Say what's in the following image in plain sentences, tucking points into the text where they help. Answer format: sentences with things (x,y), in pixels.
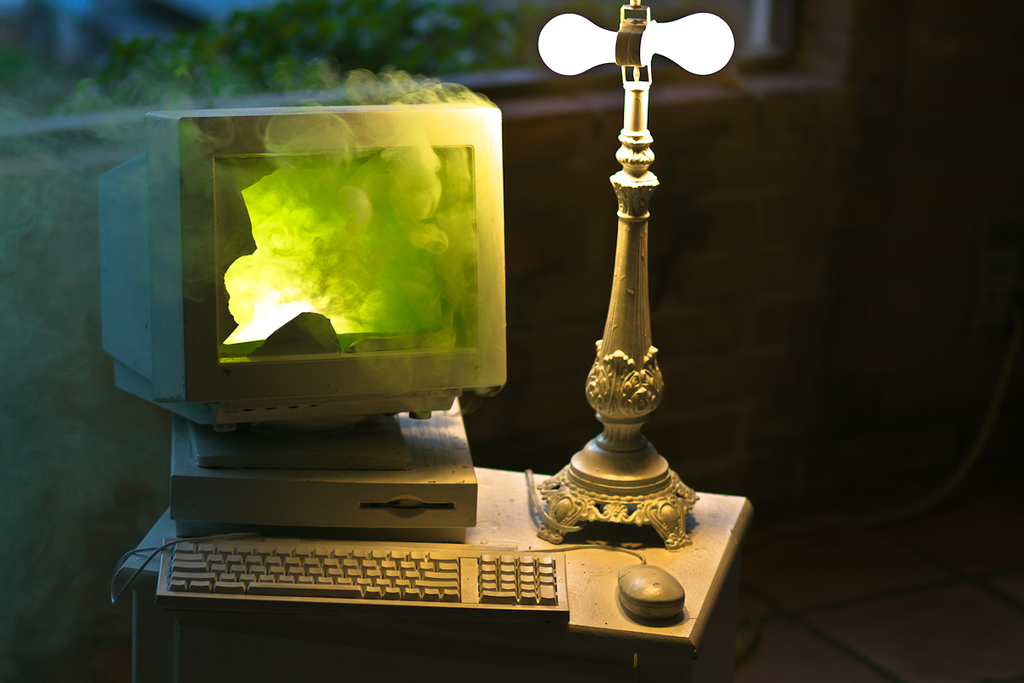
In this image there is a table (697,581), on that table (698,563) there is a table lamp (638,413), keyboard (249,564), mouse (680,587) and a broken monitor (377,121) and there is smoke (329,207).
